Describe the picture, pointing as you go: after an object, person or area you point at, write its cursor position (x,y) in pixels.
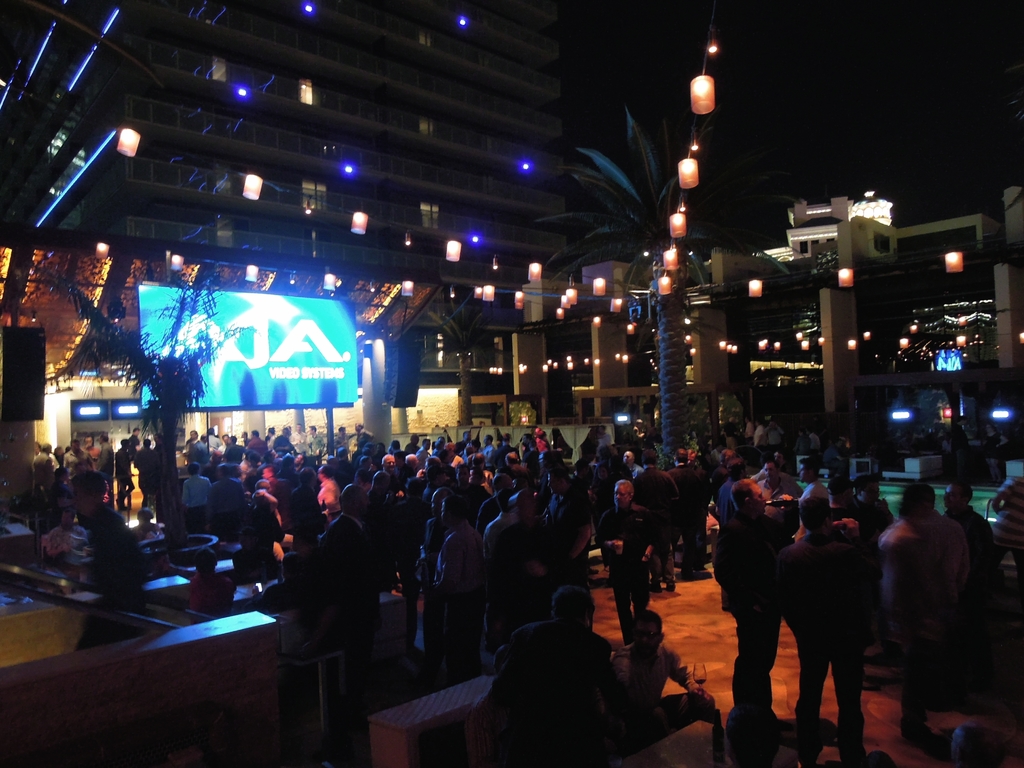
It is an event, on the screen (162,325) some image (307,344) is being displayed and in front of the screen (272,375) the crowd (324,521) is standing and watching. The area (180,425) is beautifully decorated with lights (575,303) and behind the lights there is a building (467,105), in the background (808,71) there is a sky (822,85).
